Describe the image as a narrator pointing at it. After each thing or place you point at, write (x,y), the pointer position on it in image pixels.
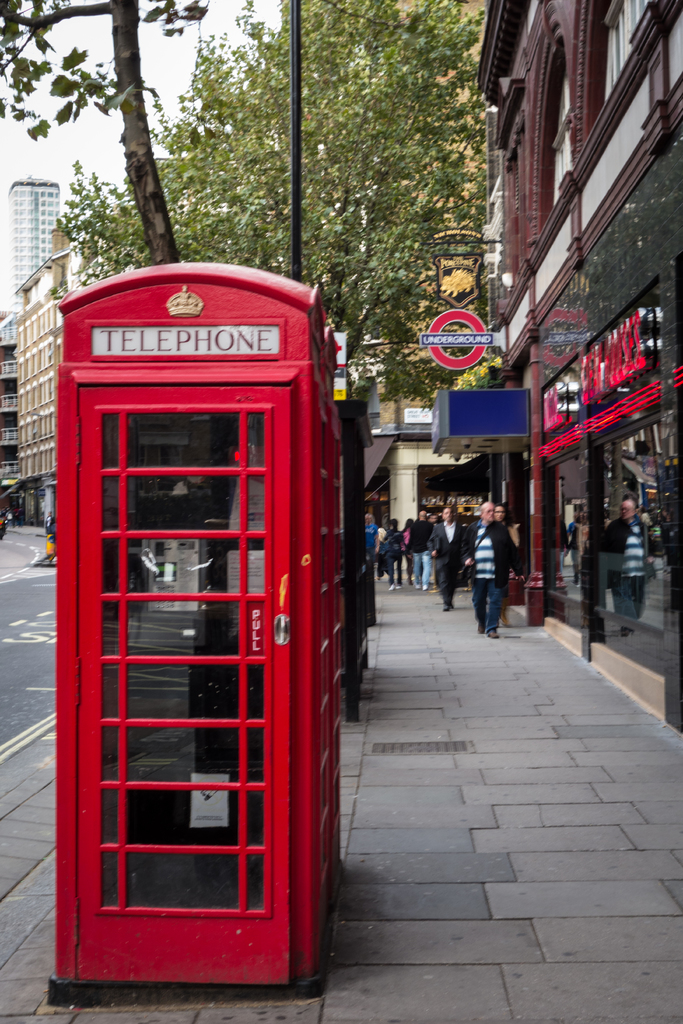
In this picture, we can see a few buildings (516,613) with windows (659,436), stores (565,419), posters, road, trees (374,363), poles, we can see path (456,980), telephone booths (105,520), and we can see reflections (644,571) of people (635,567) on the glass door (646,536).
